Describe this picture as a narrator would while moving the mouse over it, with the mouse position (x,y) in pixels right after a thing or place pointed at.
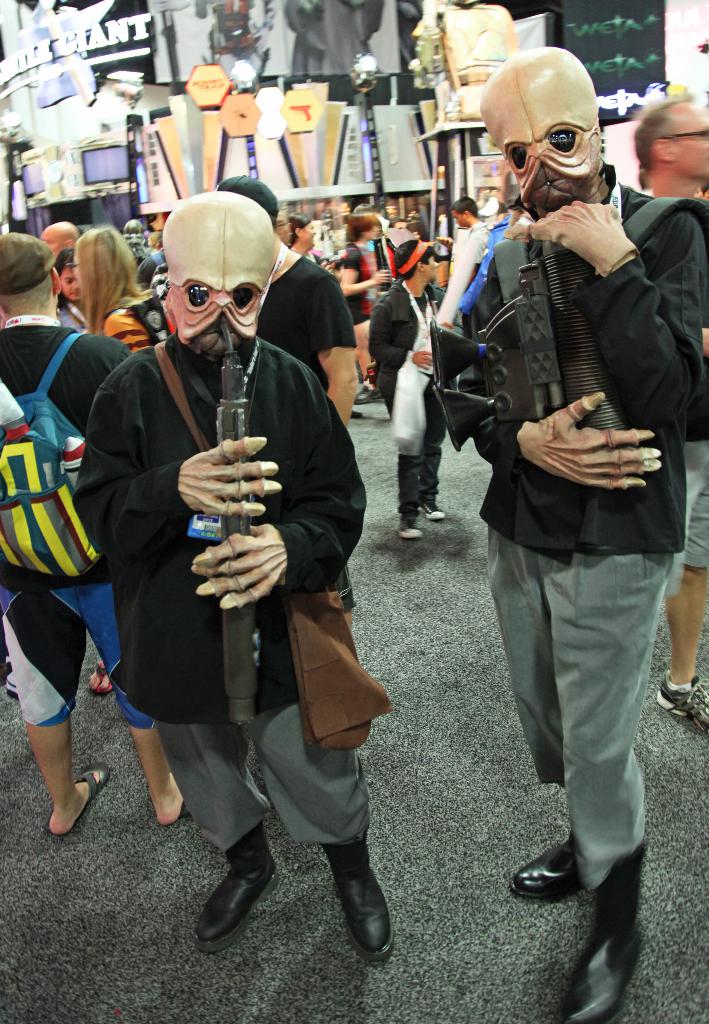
There are two persons (510,521) standing and playing a musical instrument (239,570) at the bottom of this image (238,693), and there are some persons (409,520) standing in the background (321,312). It seems like there is a screen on a building (305,139) at the top of this image (568,7).
